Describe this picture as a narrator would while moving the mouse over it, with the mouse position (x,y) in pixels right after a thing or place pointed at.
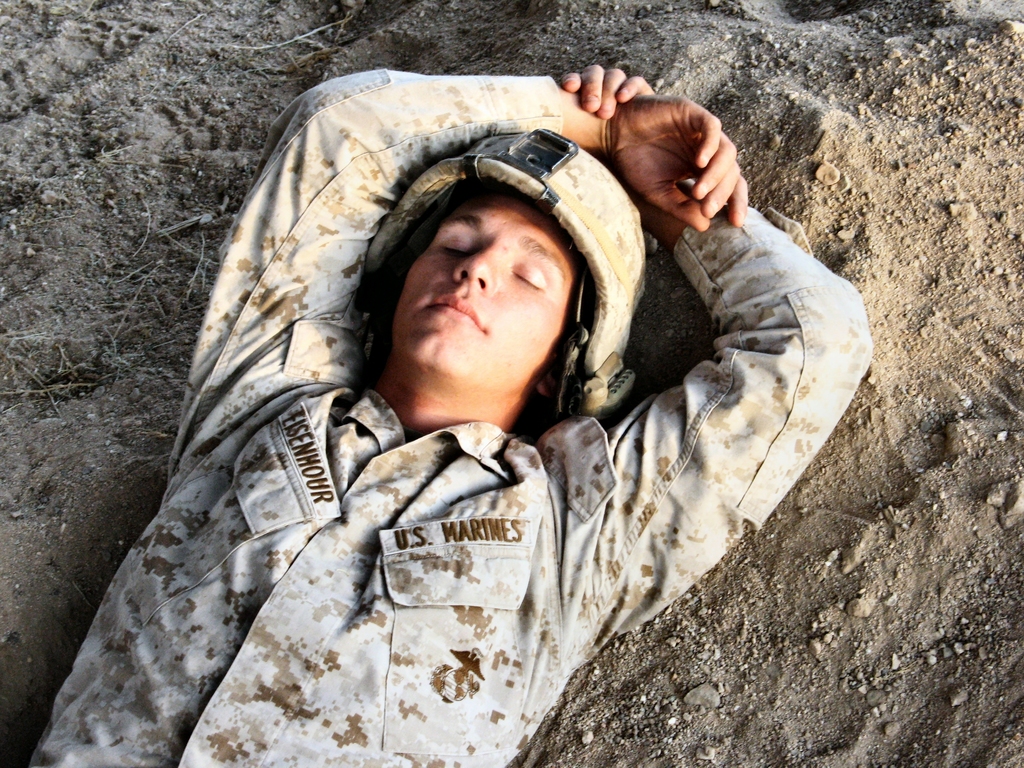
Here in this picture we can see a person (349,453) in army dress (406,447) laying on the ground (666,361) over there and he is also wearing helmet (606,299) on him.
